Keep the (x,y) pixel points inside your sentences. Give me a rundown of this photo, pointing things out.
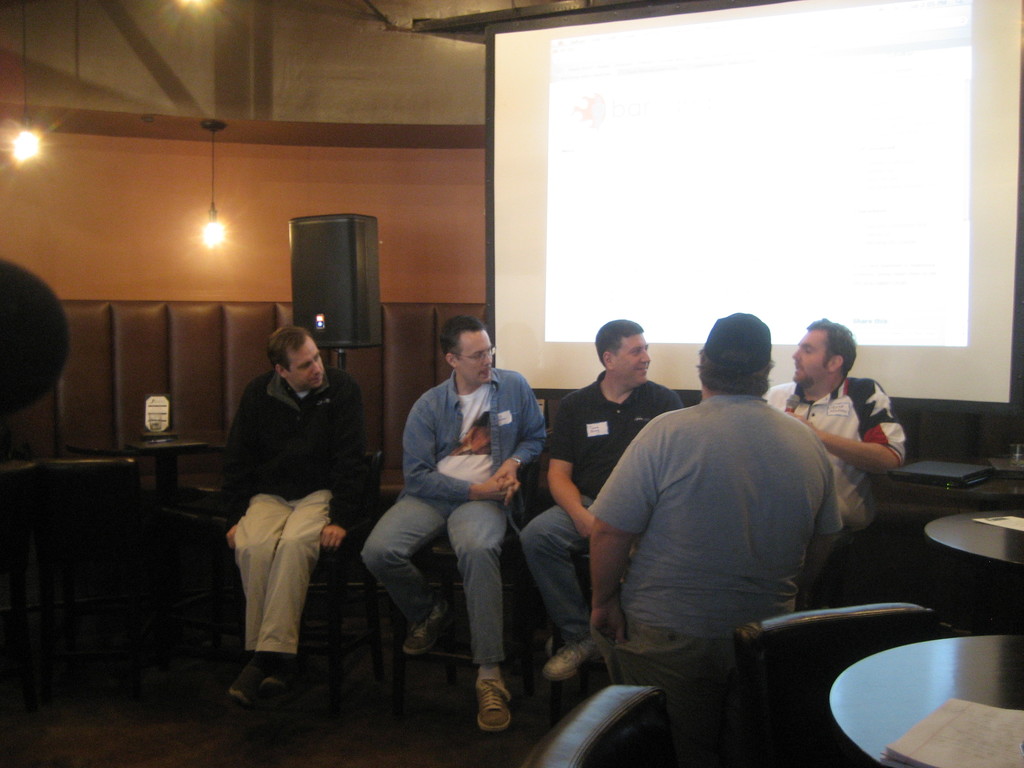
In this picture we can see some persons (590,525) sitting on the chairs (366,574). This is table (859,712) and there is a book (951,725) on the table (897,717). Here we can see the screen (765,182). This is the wall (339,152), and these are the lights (205,236).
